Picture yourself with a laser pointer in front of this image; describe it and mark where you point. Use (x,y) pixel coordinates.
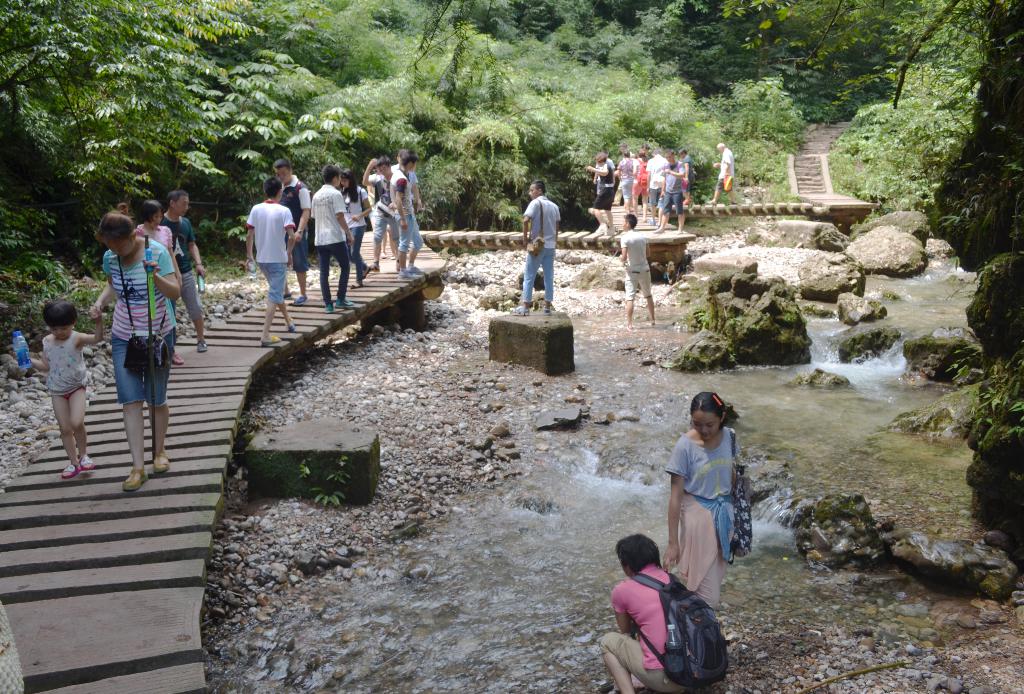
In the left side (154,382) a beautiful woman (162,248) is walking along with the baby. In the right side (867,460) water (943,312) is flowing. In the long back side there are green trees (181,129).
